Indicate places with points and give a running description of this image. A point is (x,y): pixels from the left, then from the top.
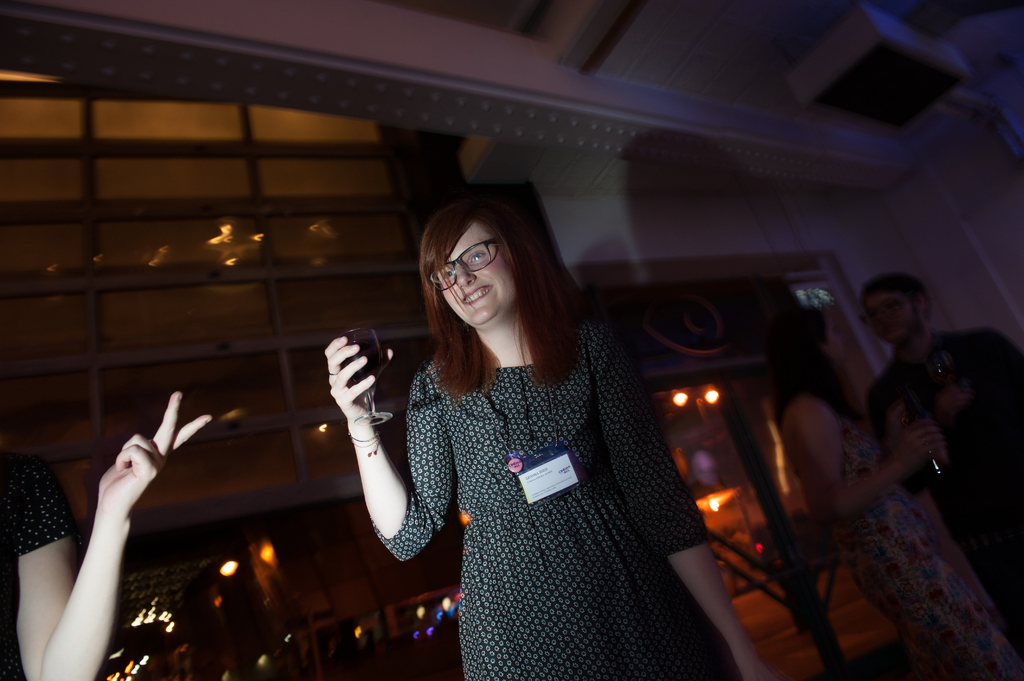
In this picture we can see the girl (526,590), standing in the front (476,529) and holding the wine glass (379,357). Behind there is a glass wall (308,311).
